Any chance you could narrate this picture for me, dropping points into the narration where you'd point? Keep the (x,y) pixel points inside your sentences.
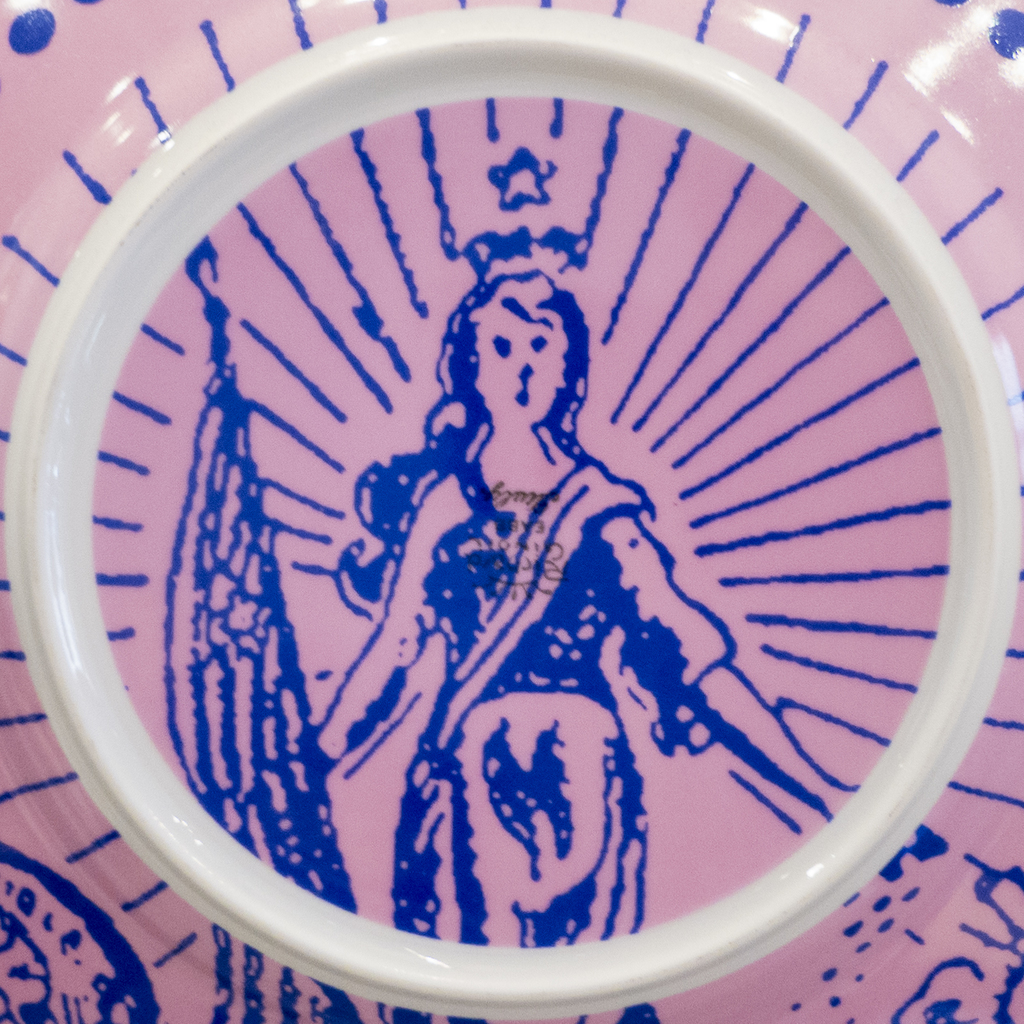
In this image we can see a plate (553,905).
